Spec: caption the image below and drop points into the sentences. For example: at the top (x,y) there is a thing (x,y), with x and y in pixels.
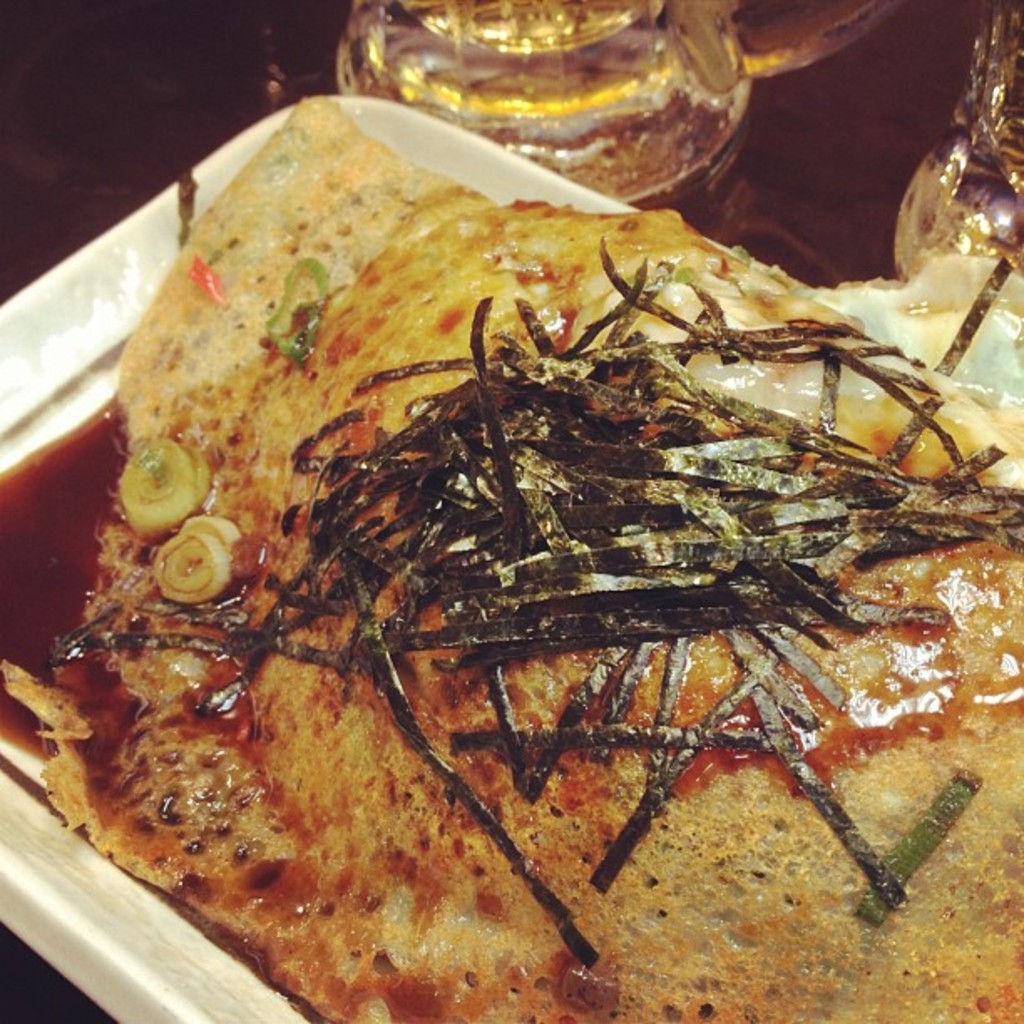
In this image I can see the white color tray (55,406) with food (373,552). To the side I can see the glasses (550,153). These are on the brown color surface (790,218).
